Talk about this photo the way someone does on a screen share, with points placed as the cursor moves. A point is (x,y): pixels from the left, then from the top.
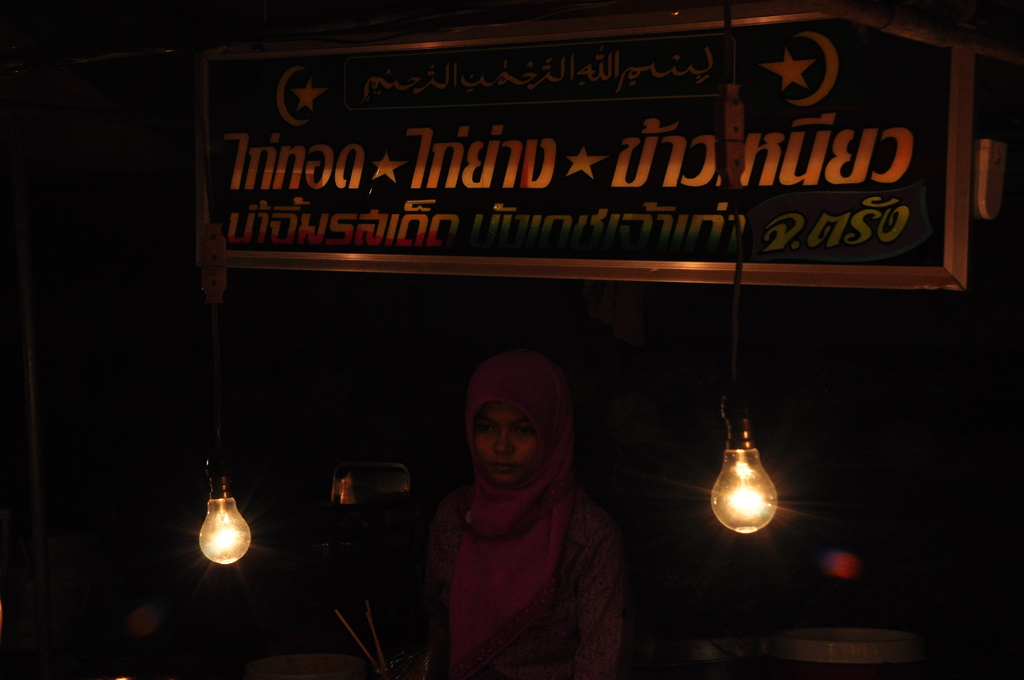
In this image, we can see a person (490,456) and a board (457,217) with some text (524,78). We can also see some lights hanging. We can also see the dark background (135,356).
